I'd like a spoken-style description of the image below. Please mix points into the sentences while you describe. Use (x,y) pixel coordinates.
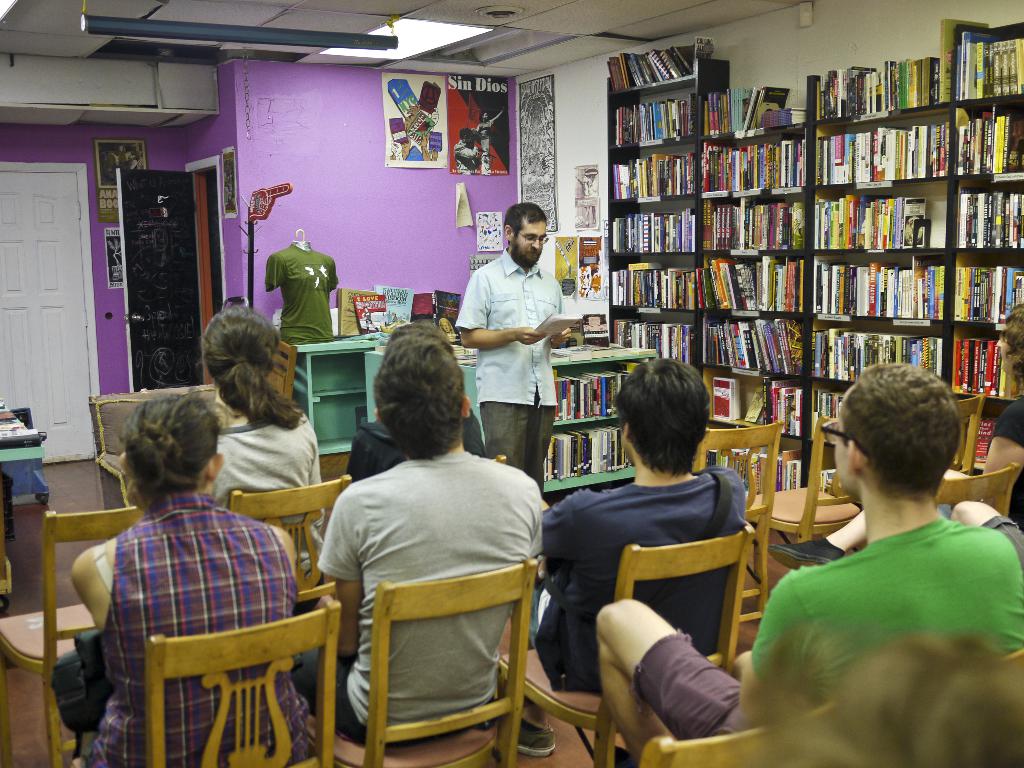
In this image, group of people (468,653) are sat on the chair (705,543). At the middle (536,366), a person (527,357) is stand and he hold a book (551,329). Right side (893,159), we can see big book shelf (790,167) that are filled with books (909,282). In the middle (379,371), we can see cupboards (361,379), few items (602,400) are there in it. And the background (389,241), we can see wall (326,218), door (151,306), some stickers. Left side (37,326), there is a white door (50,328). The roof (244,21) white color it is and light (427,28).
